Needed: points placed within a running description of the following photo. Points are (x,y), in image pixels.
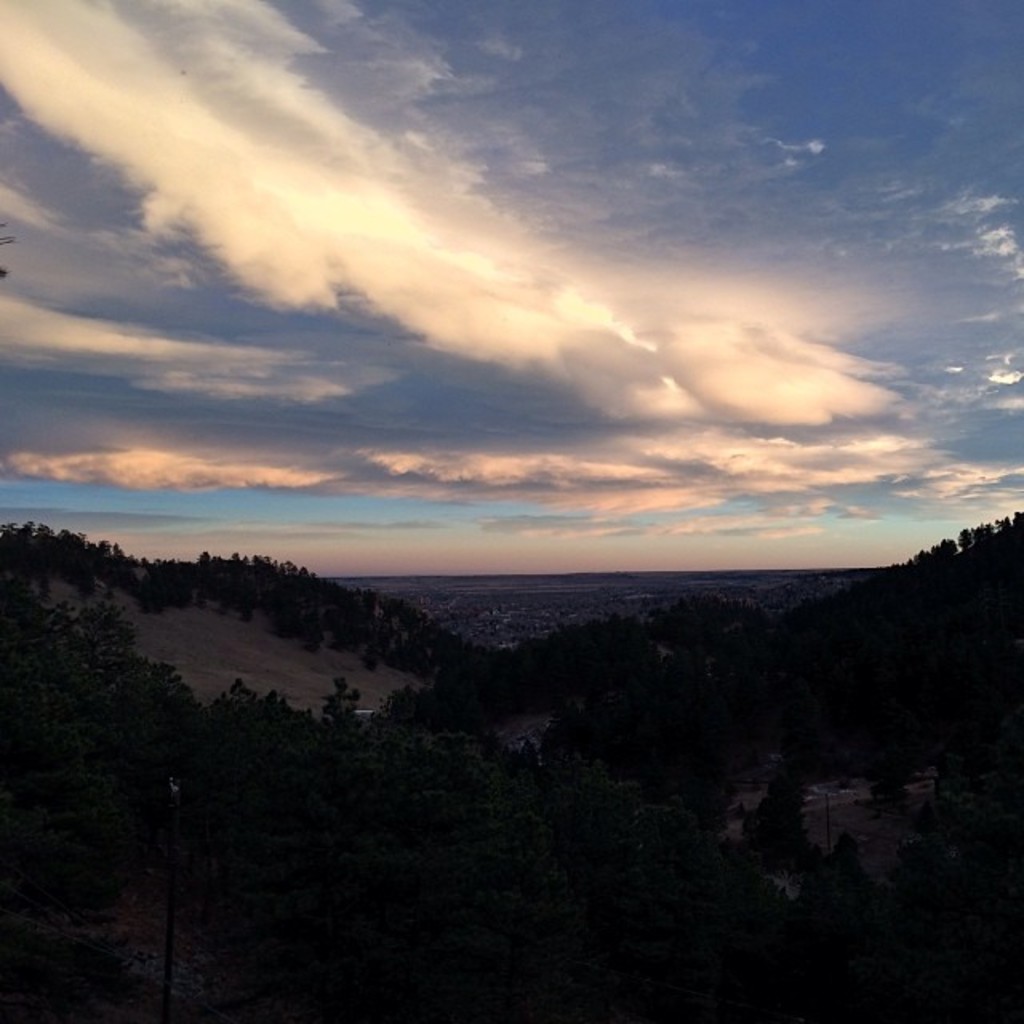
In the foreground of this image (564,812), there are trees (433,735). In the background (497,608), there is the city (683,573), sky (548,525) and the cloud (435,274).
